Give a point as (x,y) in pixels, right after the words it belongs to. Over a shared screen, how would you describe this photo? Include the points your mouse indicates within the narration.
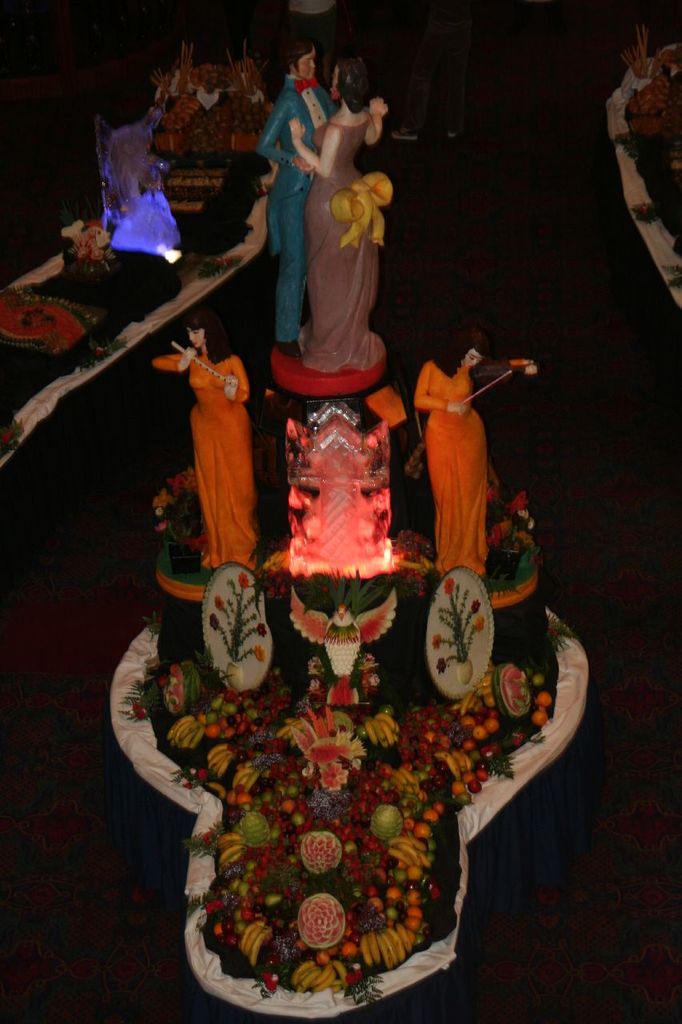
In this picture we can see statues (473,472) and fruits (401,912). There is a dark background (35,70).
